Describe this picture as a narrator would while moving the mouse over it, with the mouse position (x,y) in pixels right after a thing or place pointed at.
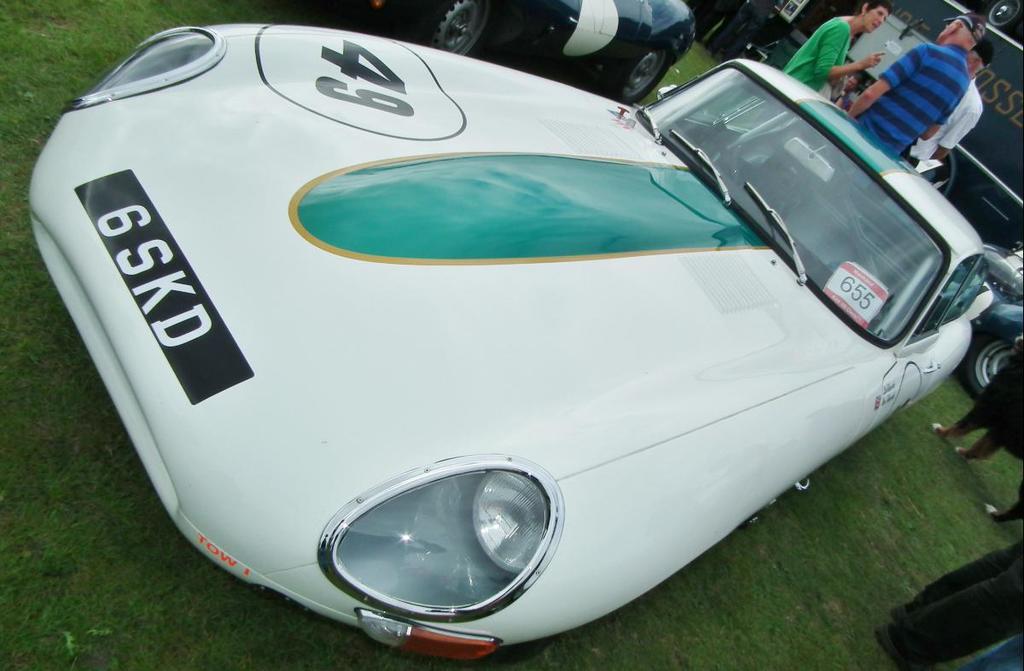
As we can see in the image there are cars (593,160), group of people (847,80), building (984,105) and grass (26,533).
